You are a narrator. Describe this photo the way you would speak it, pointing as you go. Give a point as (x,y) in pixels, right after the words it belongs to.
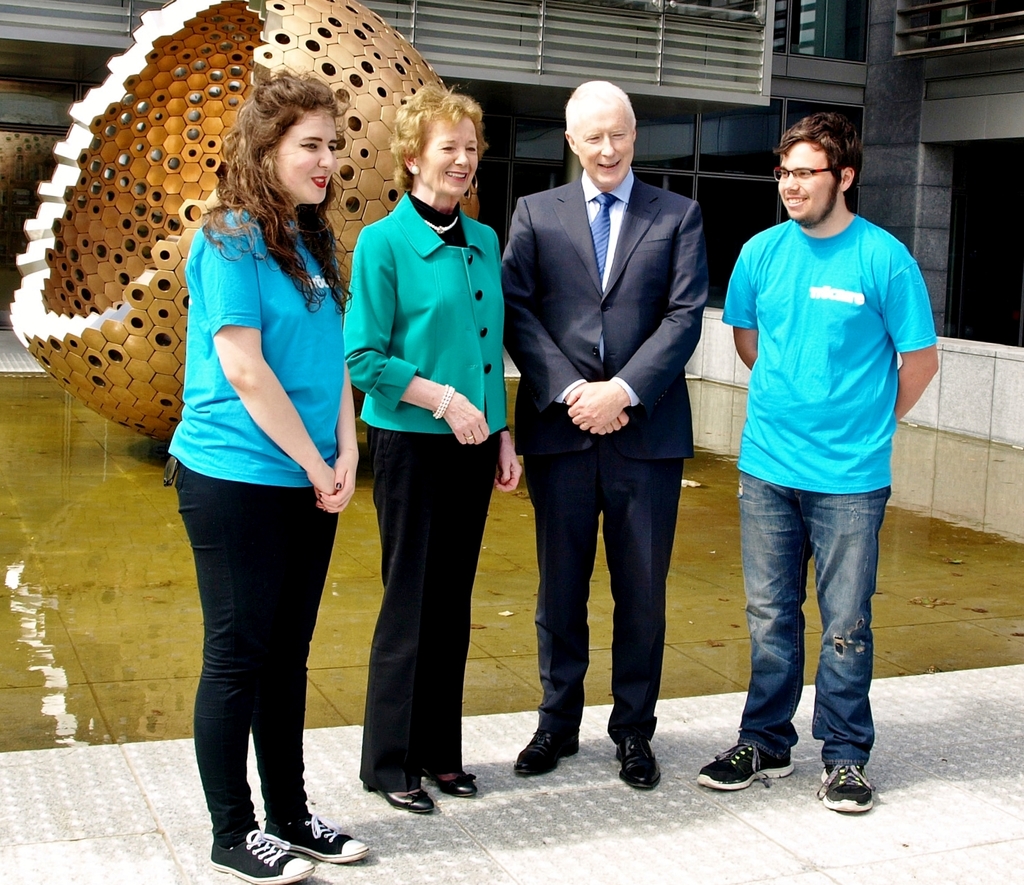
In this image there are few people (639,397), water (135,626) on the ground (68,464), a spherical shaped object (112,259) and a building (703,61).
